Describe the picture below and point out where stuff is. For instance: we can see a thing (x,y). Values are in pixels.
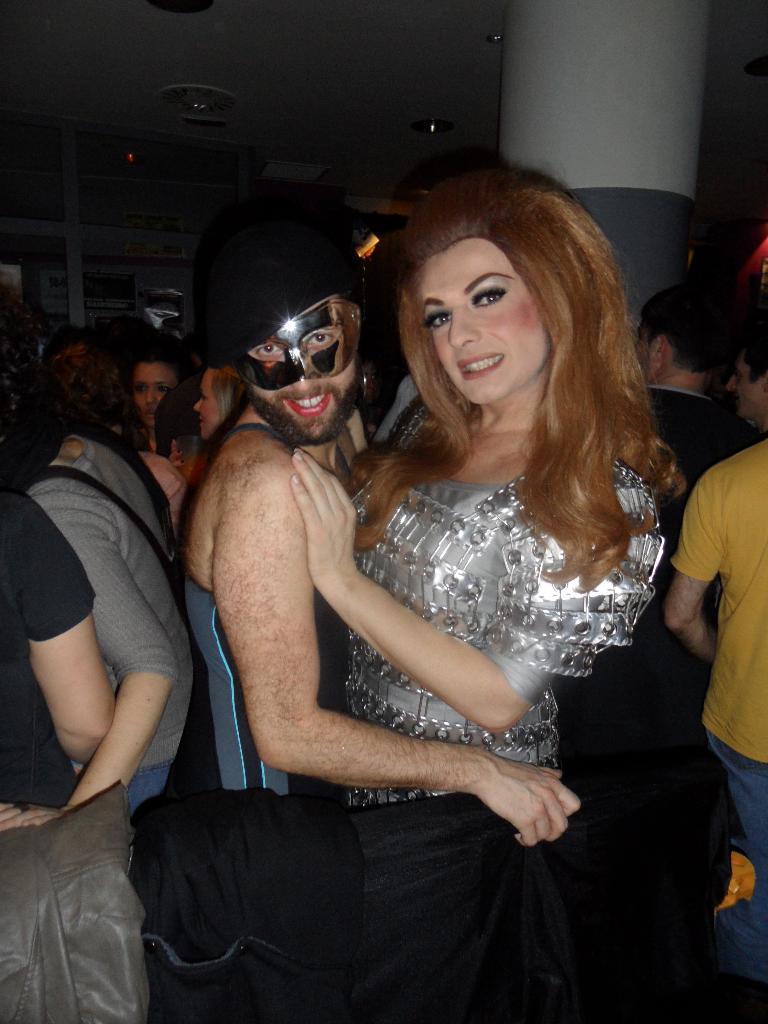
This picture shows the inner view of a room (482,81). There are some lights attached to the ceiling (346,169), some different objects (86,309) are on the glass shelf (19,225), so many people (293,458) are standing in the room (156,256) and some objects (218,933) are on the surface (672,825).
